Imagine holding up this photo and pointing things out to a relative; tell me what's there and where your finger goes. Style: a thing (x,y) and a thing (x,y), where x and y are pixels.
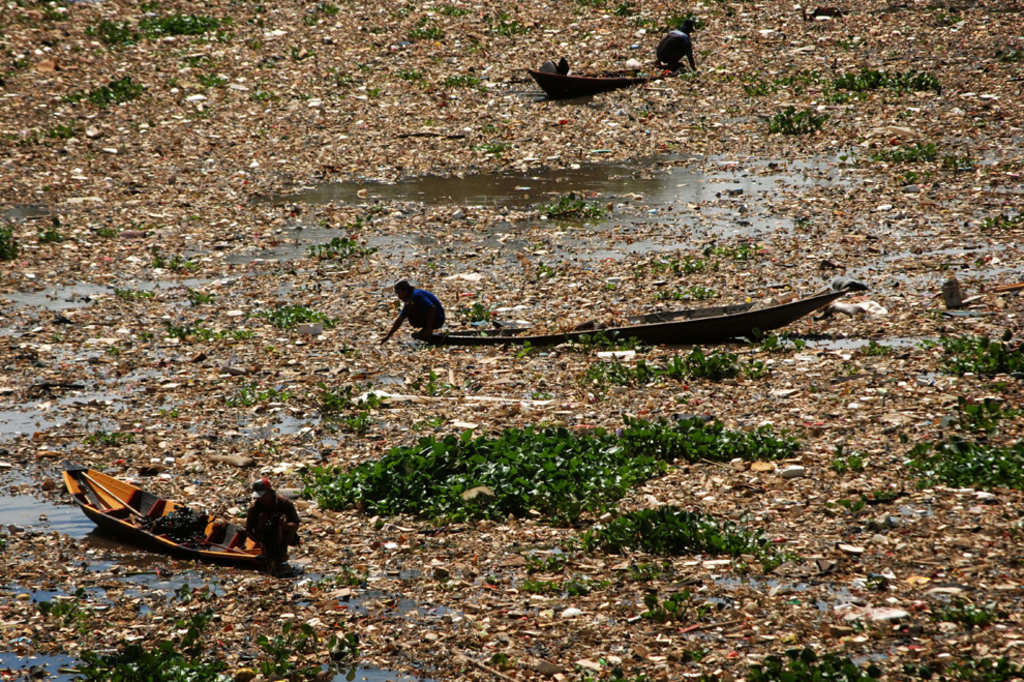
In this image we can see the people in the boats (700,327). And we can see the garbage (372,161). And we can see the water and plants (980,414).
